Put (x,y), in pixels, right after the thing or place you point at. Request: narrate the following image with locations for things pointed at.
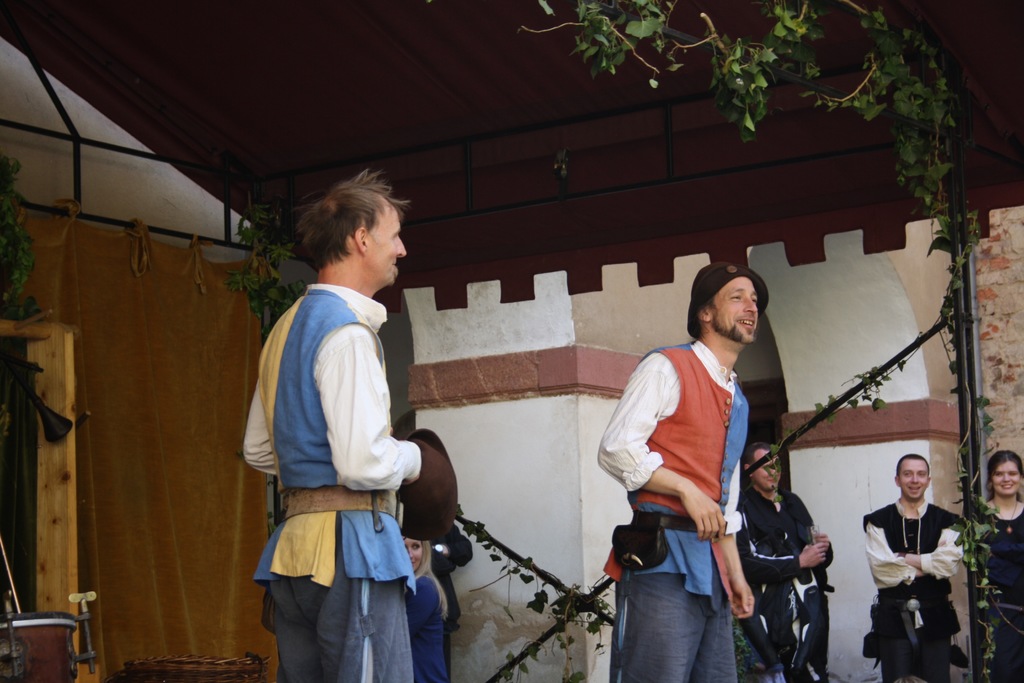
In this picture there are people (748,556) and we can see tent (101,98), rods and plants (564,611). On the left side of the image (189,671) we can see musical instrument (77,600) and objects (64,562). In the background of the image (601,363) we can see wall (676,341).
